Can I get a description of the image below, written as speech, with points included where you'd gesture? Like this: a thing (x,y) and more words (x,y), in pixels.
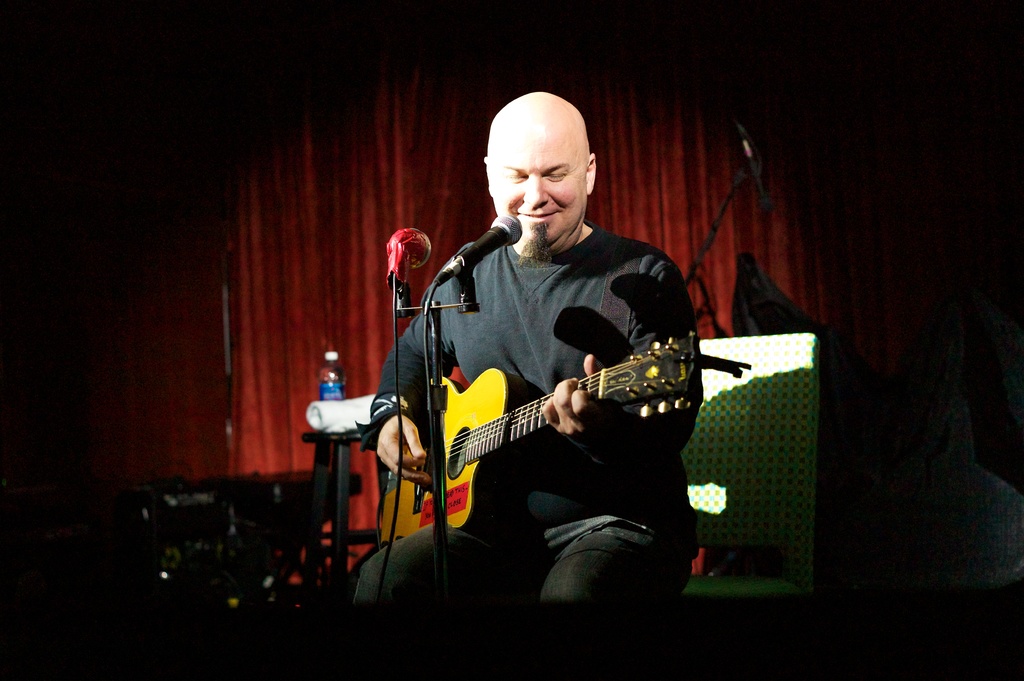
In this picture there is a person (566,446) who is sitting on the chair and playing guitar (507,441). There is a mic (451,264), bottle (339,385), cloth (349,425) on the table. There is a red curtain (347,262) at the background (334,294).
